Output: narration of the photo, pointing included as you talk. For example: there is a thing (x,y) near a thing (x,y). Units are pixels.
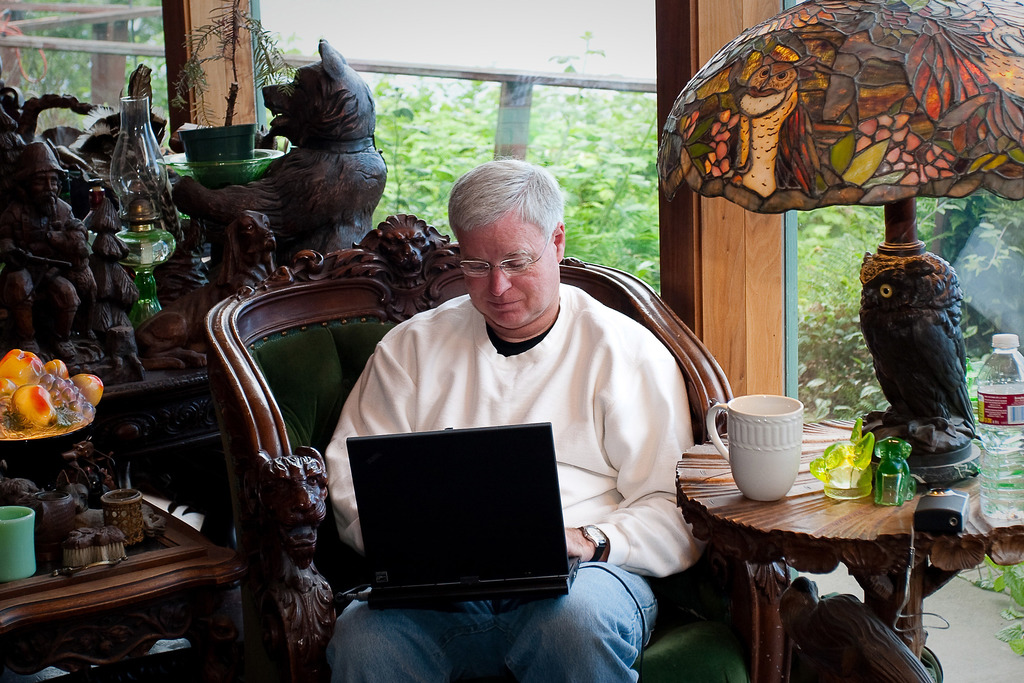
In the image we can see there is a man (494,366) who is sitting on chair (666,621) with a laptop (521,547) in his lap (577,578) beside him there is a table (720,467) on which there is a cup (759,441) and on the other side there are decorative items (120,272).
